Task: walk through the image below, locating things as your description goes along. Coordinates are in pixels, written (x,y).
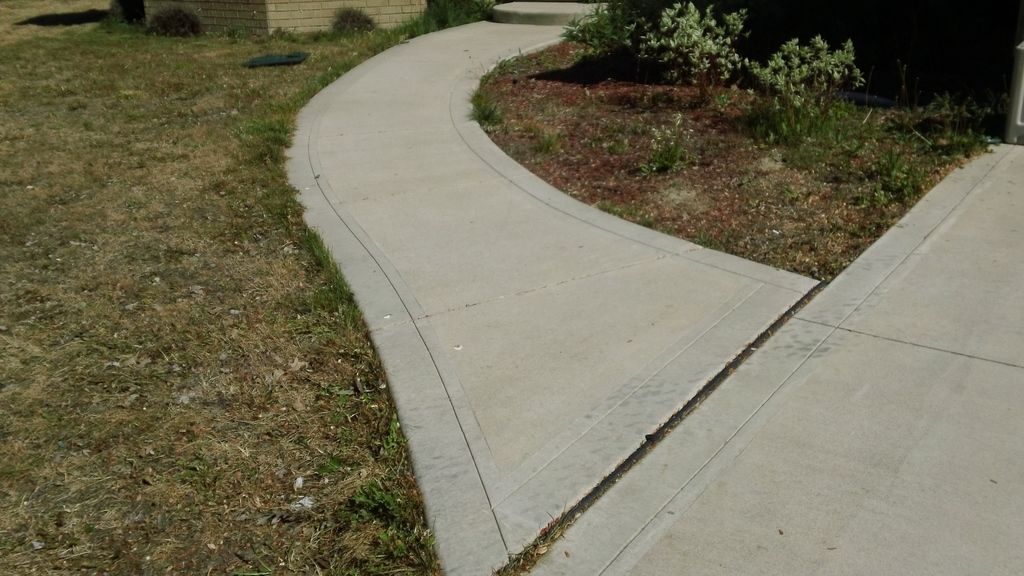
In this picture we can see grass (323,302) and few plants (814,121).
